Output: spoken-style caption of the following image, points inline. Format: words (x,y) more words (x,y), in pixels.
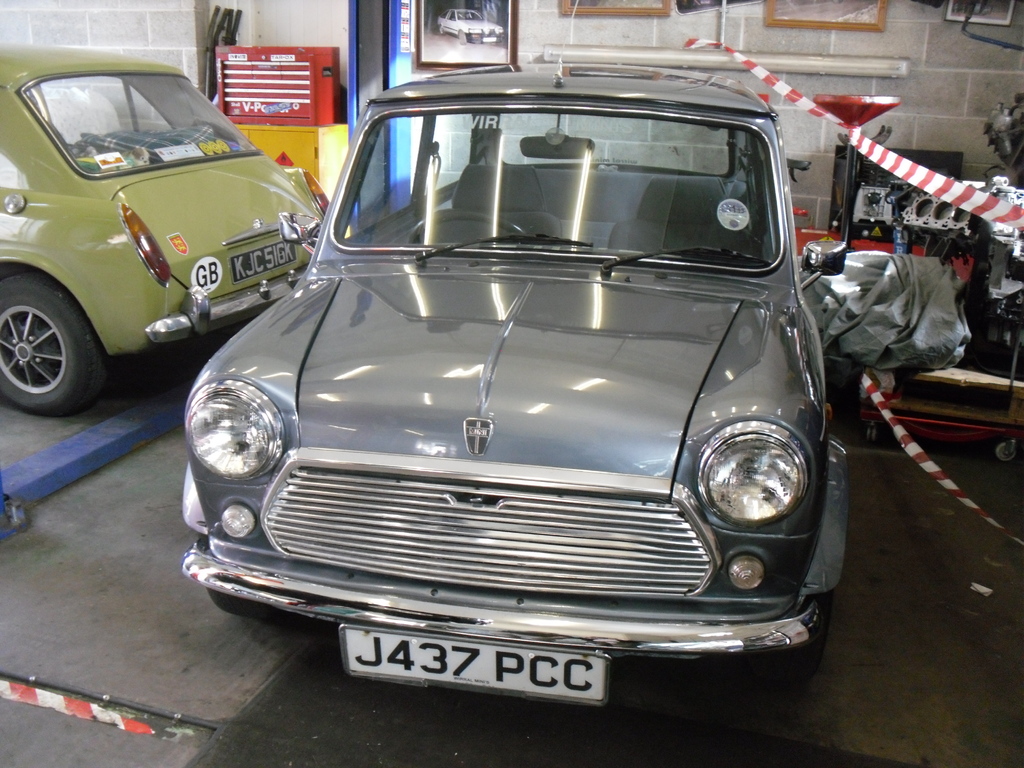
In this image we can see motor vehicles (375,536) on the floor (9,414), wall hangings (850,15) attached to the wall (922,59), machines (873,186) and cabinets (290,72).
